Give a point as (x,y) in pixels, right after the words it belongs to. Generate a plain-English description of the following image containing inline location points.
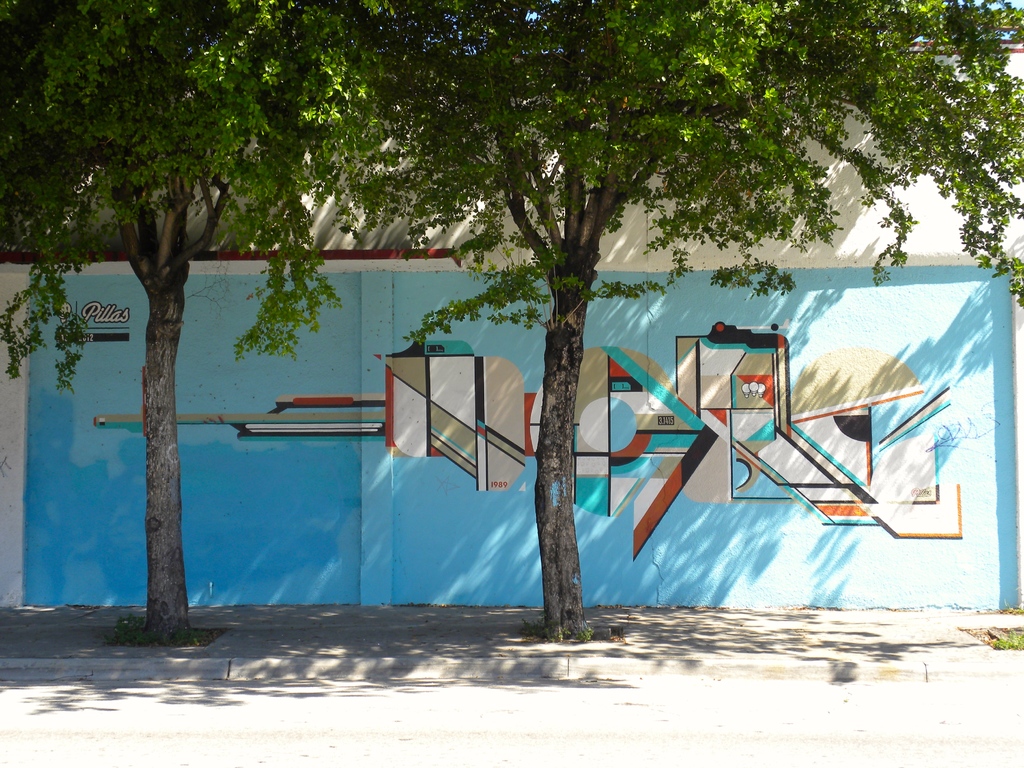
In this image I can see two trees (50,275) in the front (25,149). In the background (445,288) I can see the wall (380,325) and on it I can see a painting (498,364). On the left side of the image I can see something is written on the wall (197,372).
